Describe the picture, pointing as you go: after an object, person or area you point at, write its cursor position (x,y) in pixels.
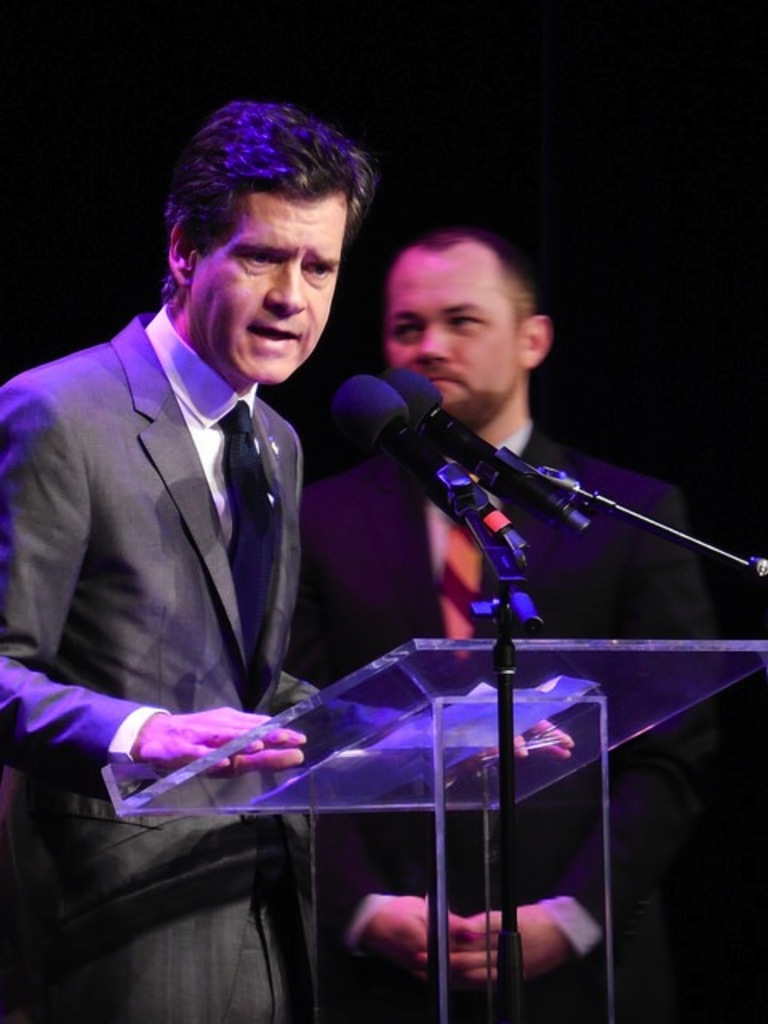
In this image we can see one podium (526,766), two microphone stands (484,539) with two microphones (548,493). There are two people (513,510) standing near the podium (373,785) and some objects (451,725) are on the podium (457,760).
